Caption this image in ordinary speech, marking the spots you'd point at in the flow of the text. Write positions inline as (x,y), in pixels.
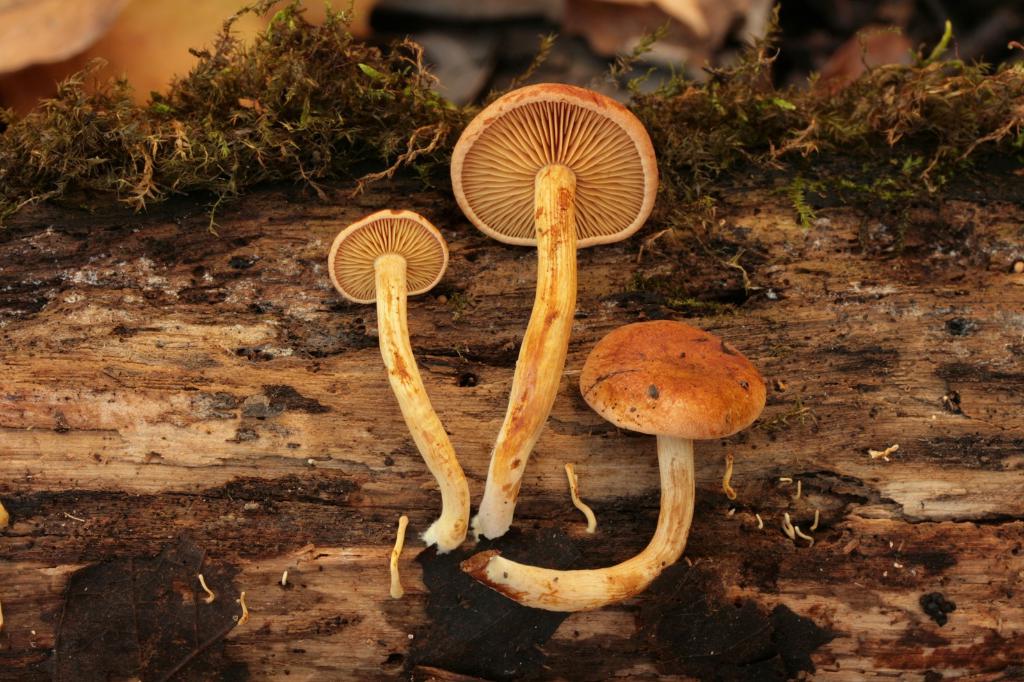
This is ground (798,330) and there are mushrooms (562,196).
